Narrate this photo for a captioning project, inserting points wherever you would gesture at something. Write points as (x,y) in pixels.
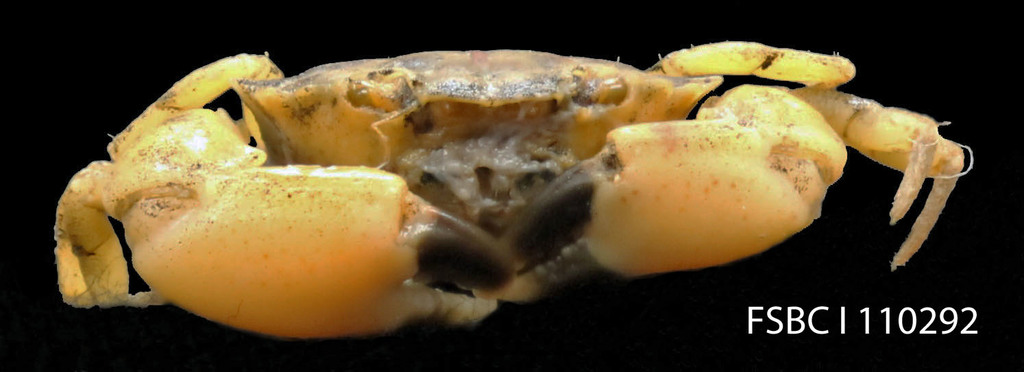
In this picture we can observe a crab (270,180) which is in yellow color. We can observe white letters (801,321) and numbers (906,323) on the right side (924,323). The background (49,94) is completely dark.
